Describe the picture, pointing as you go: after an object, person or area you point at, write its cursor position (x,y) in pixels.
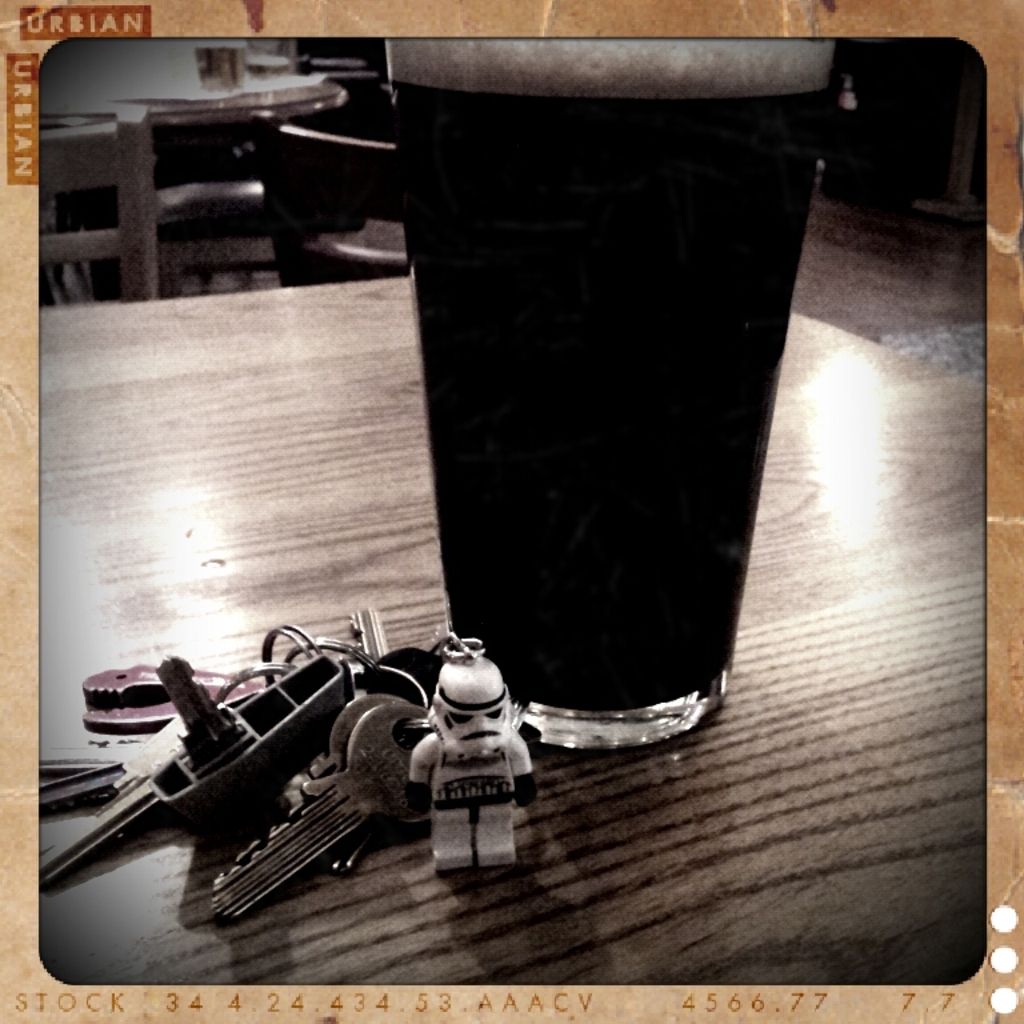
In this picture there is a glass (706,426) on the table (740,698), besides it there is a bunch of keys (216,759).
